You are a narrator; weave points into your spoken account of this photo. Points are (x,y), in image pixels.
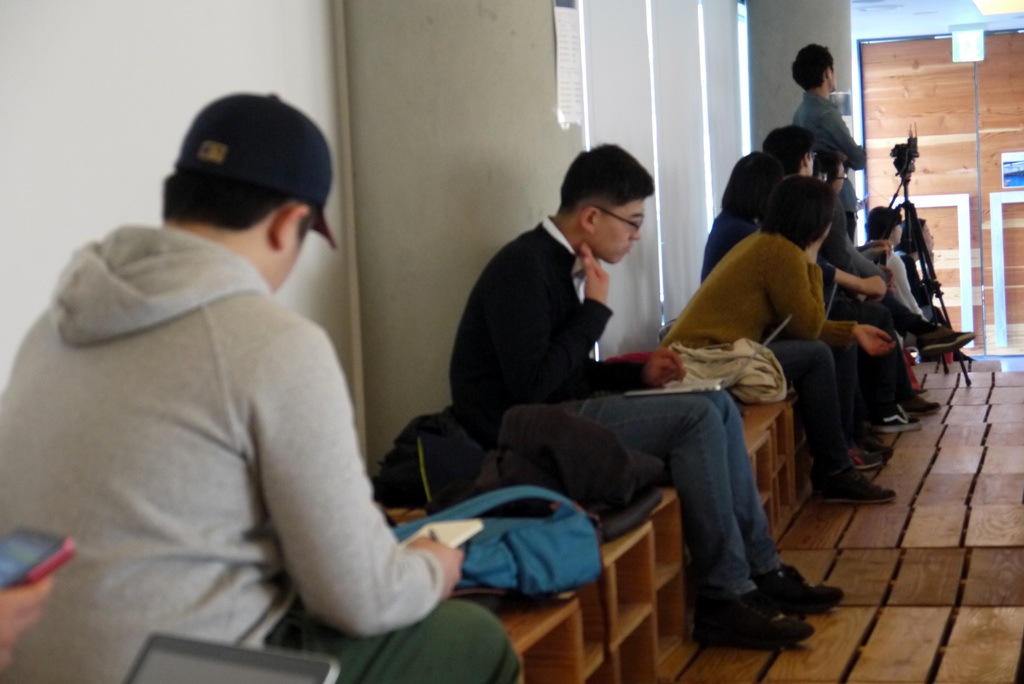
In this image we can see persons (808,178) sitting on the benches (401,510). In the background (618,102) we can see wall (479,109), camera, camera stand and light (997,11).
